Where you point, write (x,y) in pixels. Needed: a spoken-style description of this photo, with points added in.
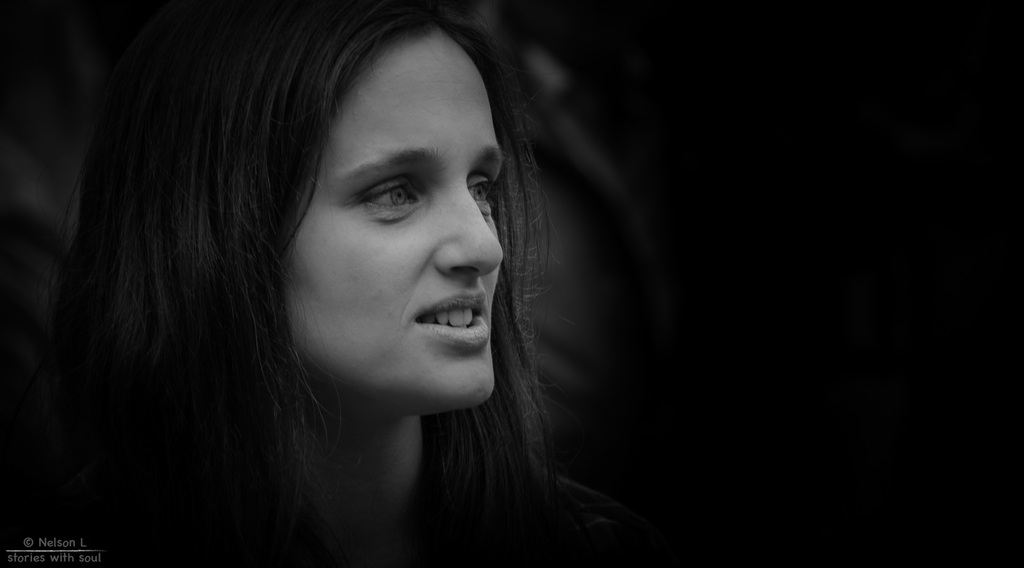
It looks like a black and white image. We can see a woman (249,280) and behind the woman (327,256) there is the dark background (783,317). On the image there is a watermark (47,547).
